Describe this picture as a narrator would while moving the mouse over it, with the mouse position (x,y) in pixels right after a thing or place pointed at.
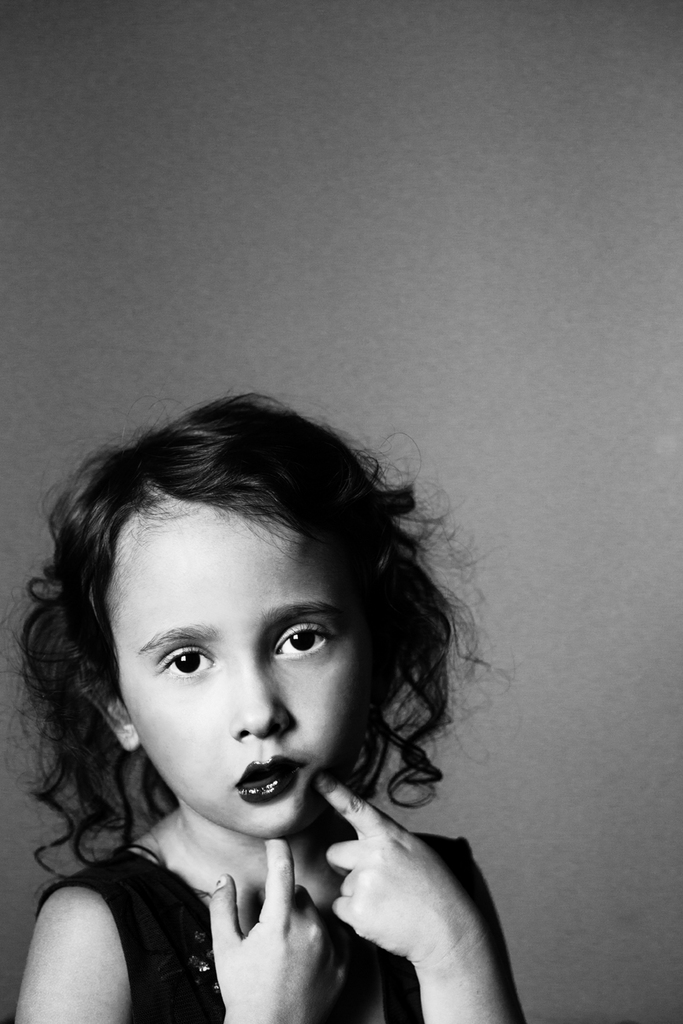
In this image we can see a girl (245,877). There is a wall (470,216) in the image.
